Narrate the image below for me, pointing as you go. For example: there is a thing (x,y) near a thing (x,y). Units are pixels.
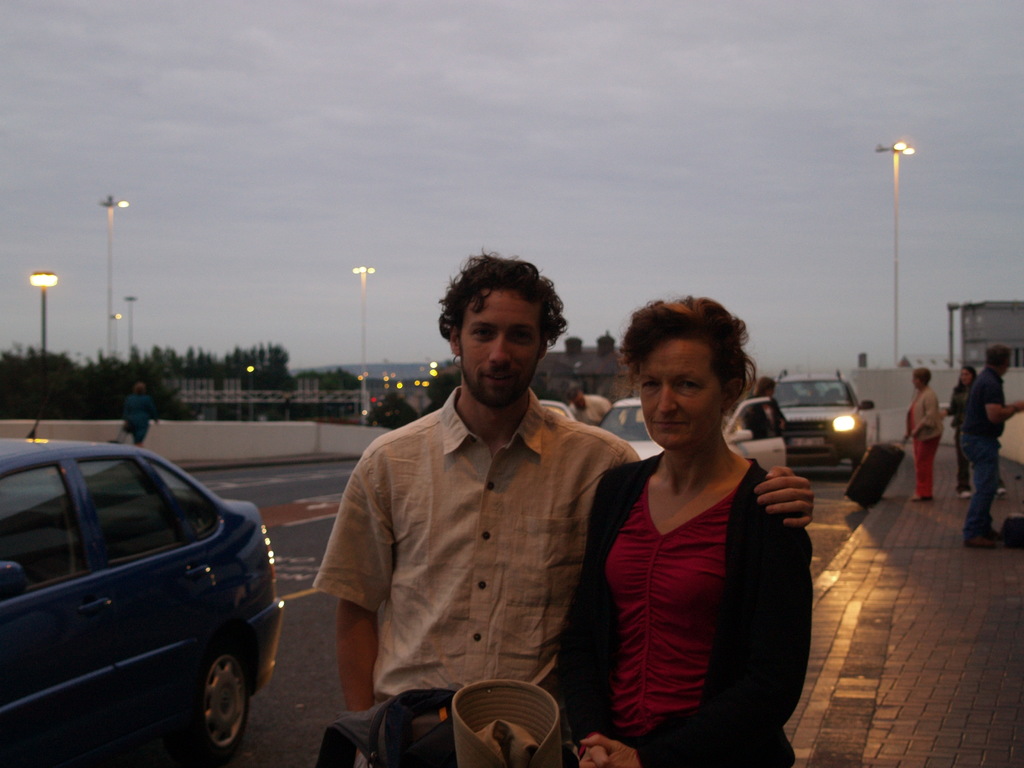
In the center of the image (533,453) we can see two persons (466,338) are standing. In the background of the image (362,276) we can see the trees (289,361), lights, poles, buildings (563,379), road (259,473) and some vehicles (124,507). On the right side of the image (919,456) we can see three persons (978,421) are standing on the footpath (965,591). At the top of the image (478,123) we can see the clouds (452,131) are present in the sky (151,316).
